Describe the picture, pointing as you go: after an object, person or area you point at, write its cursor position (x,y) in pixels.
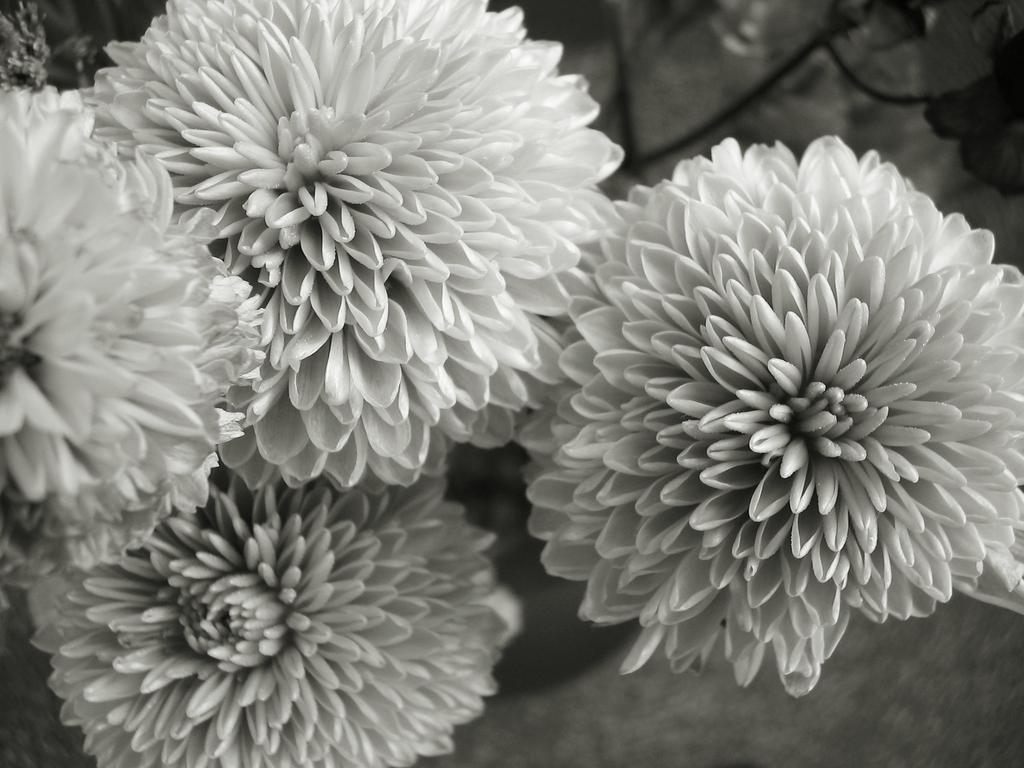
This is a black and white picture. In this picture, we see flowers (540,487). These flowers (427,427) might be in white color. In the background (742,103), it is black in color.
